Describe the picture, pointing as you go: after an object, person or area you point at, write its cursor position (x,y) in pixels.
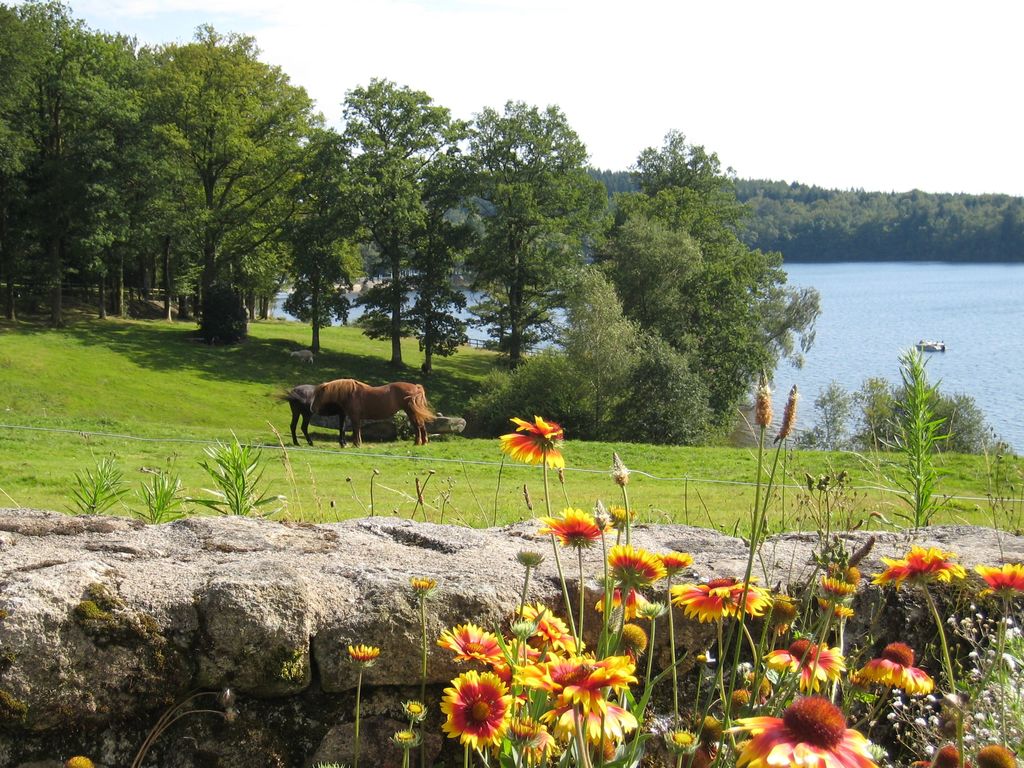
In this image in the foreground (472,589) there are some flowers (817,651) and plants (999,653) and wall (533,590), in the background (379,392) there are two horses (346,397), trees (633,316) and a lake (867,339). In the center (399,463) there is grass (175,445), and at the top of the image (364,28) there is sky (720,89).
